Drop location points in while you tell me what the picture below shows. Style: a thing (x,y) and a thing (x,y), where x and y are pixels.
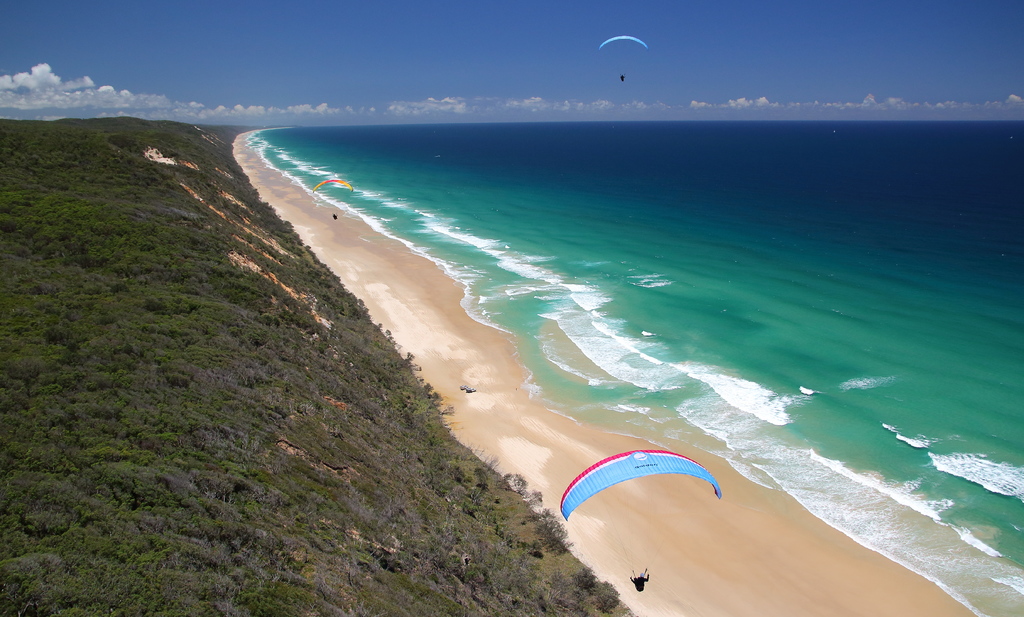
This is an aerial view image of a place, which consists of a beach (856,616), on the left side of the image (19,151) there are mountains (55,134), in front of it there is a sea (668,432) and there are some people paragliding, there are clouds (1012,104) in the sky (525,60).
